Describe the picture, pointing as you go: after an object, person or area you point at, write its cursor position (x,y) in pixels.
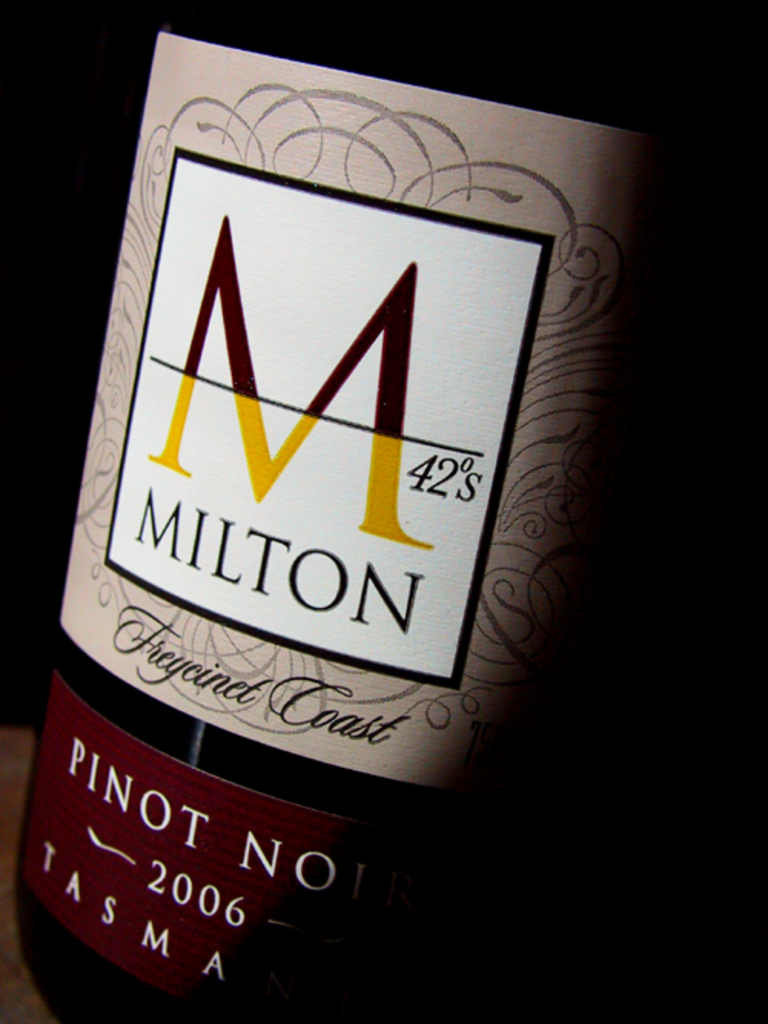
In this image we can see a bottle (205,406) with stickers (234,559) on it and the background (20,703) is dark.
